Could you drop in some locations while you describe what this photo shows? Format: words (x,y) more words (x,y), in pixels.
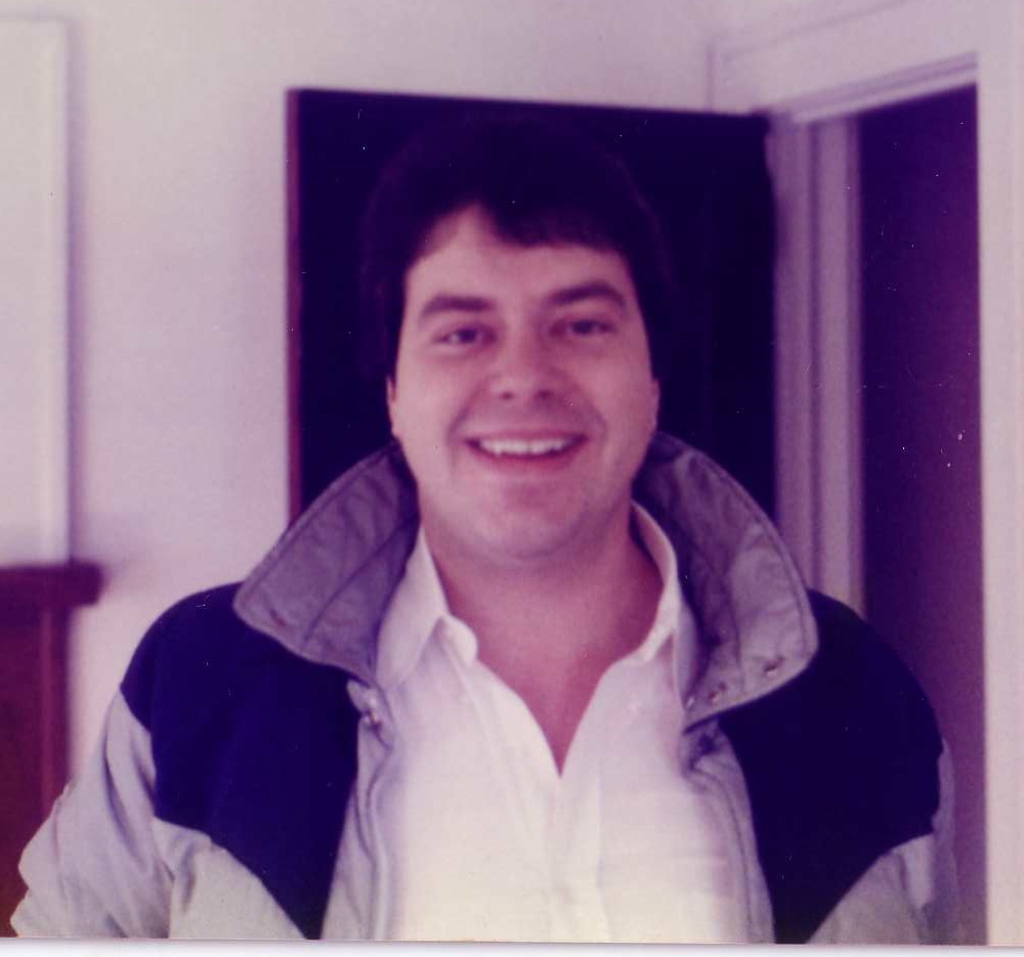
In the middle of the image (660,496) a man (660,290) is standing and smiling. Behind him there is a wall (587,60) and door (701,345).
